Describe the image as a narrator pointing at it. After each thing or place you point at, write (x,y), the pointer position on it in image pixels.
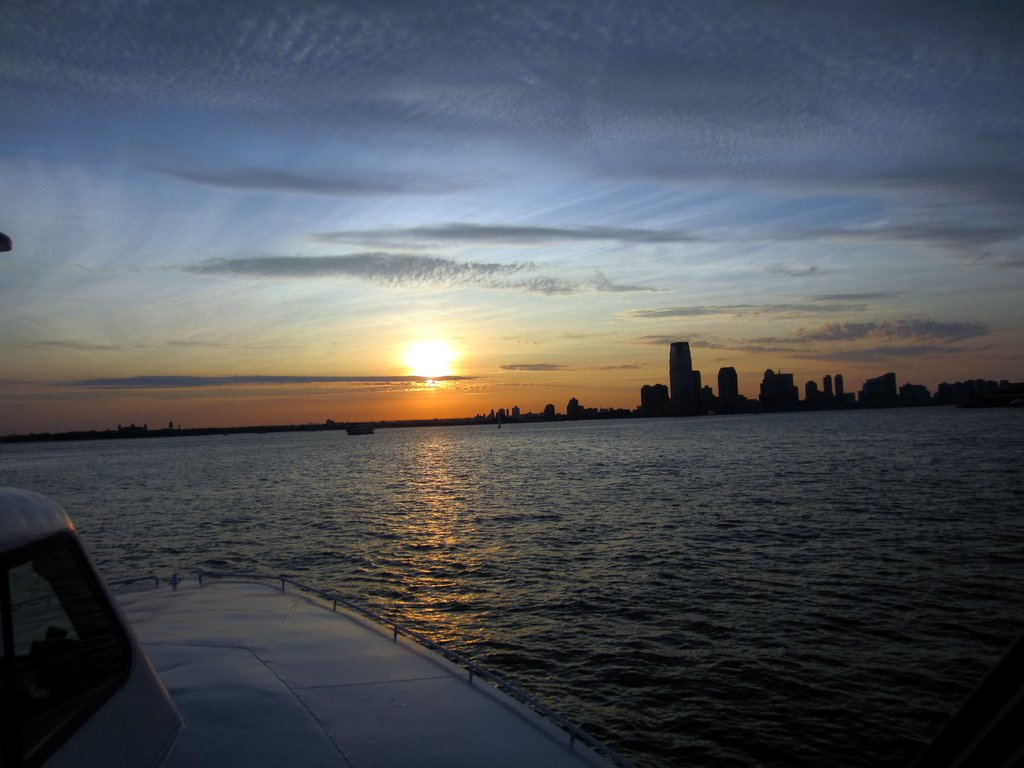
In this image there is the sky (507,168) towards the top of the image (543,161), there are clouds (424,159) in the sky (516,233), there is the sun (445,354) in the sky (450,349), there are buildings (684,370) towards the right of the image (732,391), there is water (609,531), there is an object (209,662) towards the bottom of the image (227,616) that looks like a boat (276,667).
